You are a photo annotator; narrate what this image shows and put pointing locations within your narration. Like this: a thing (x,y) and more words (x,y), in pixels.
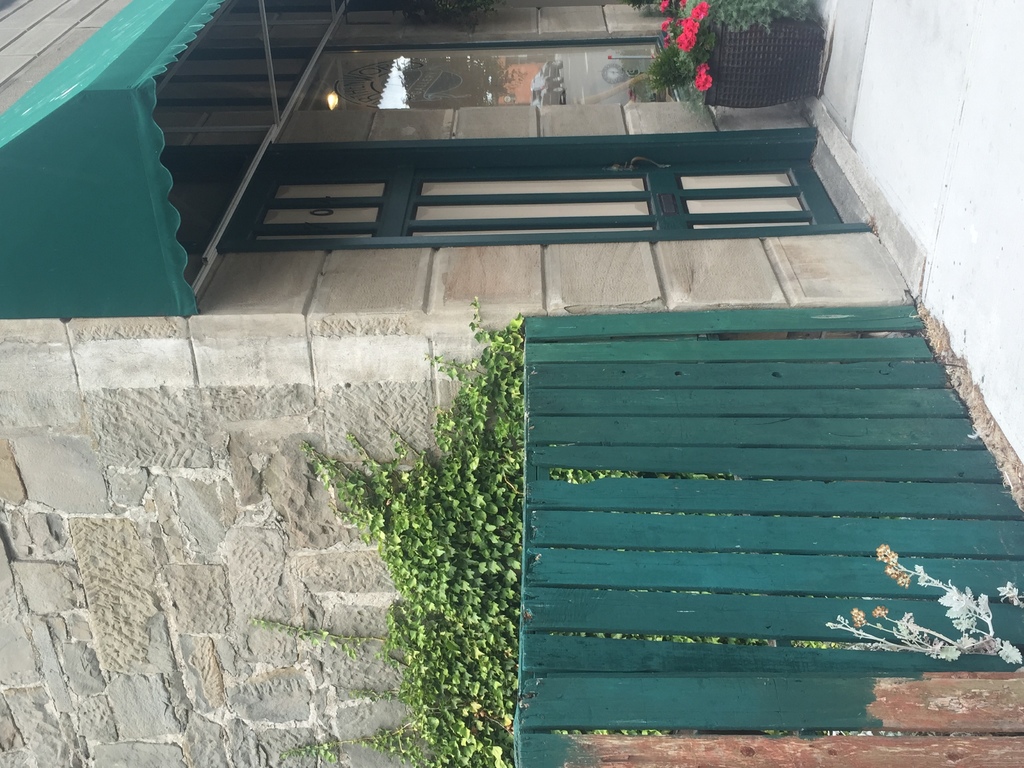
In this image there is a building (276,376). Image also consists of fence (711,554), plants (497,627) and also flower pots (785,64). Ground (944,64) is also visible in this image.
